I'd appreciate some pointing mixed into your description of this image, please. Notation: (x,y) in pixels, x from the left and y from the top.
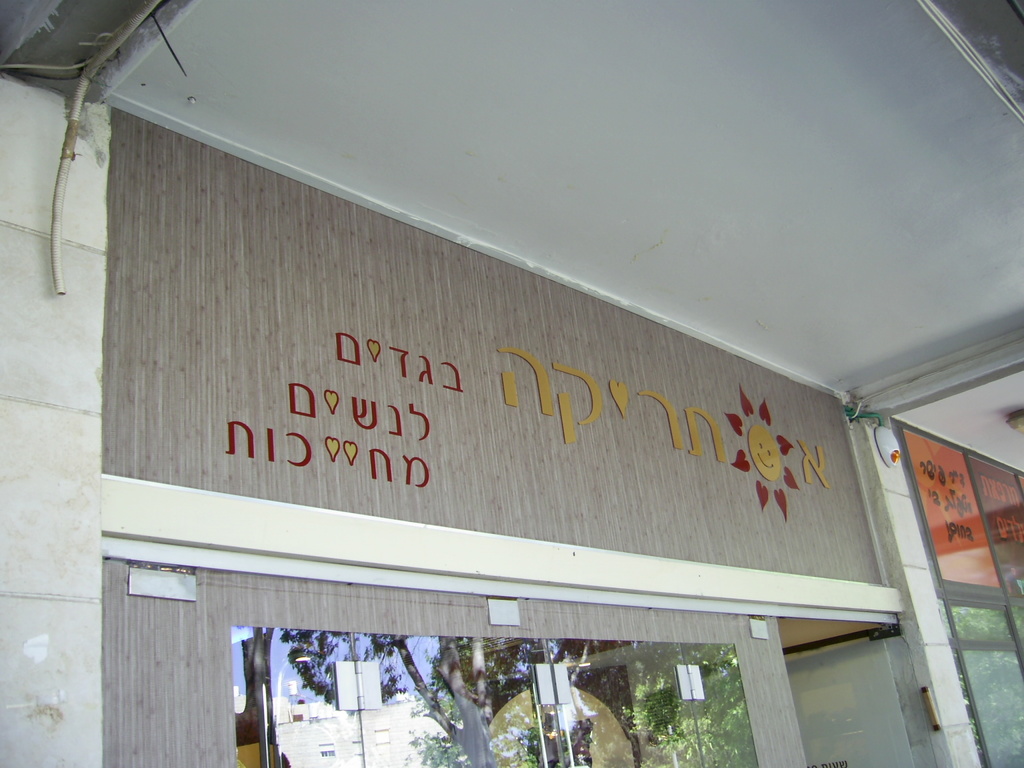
In this image we can see walls (256,171), pipelines (128,33), windows (309,712) and trees (714,680).
